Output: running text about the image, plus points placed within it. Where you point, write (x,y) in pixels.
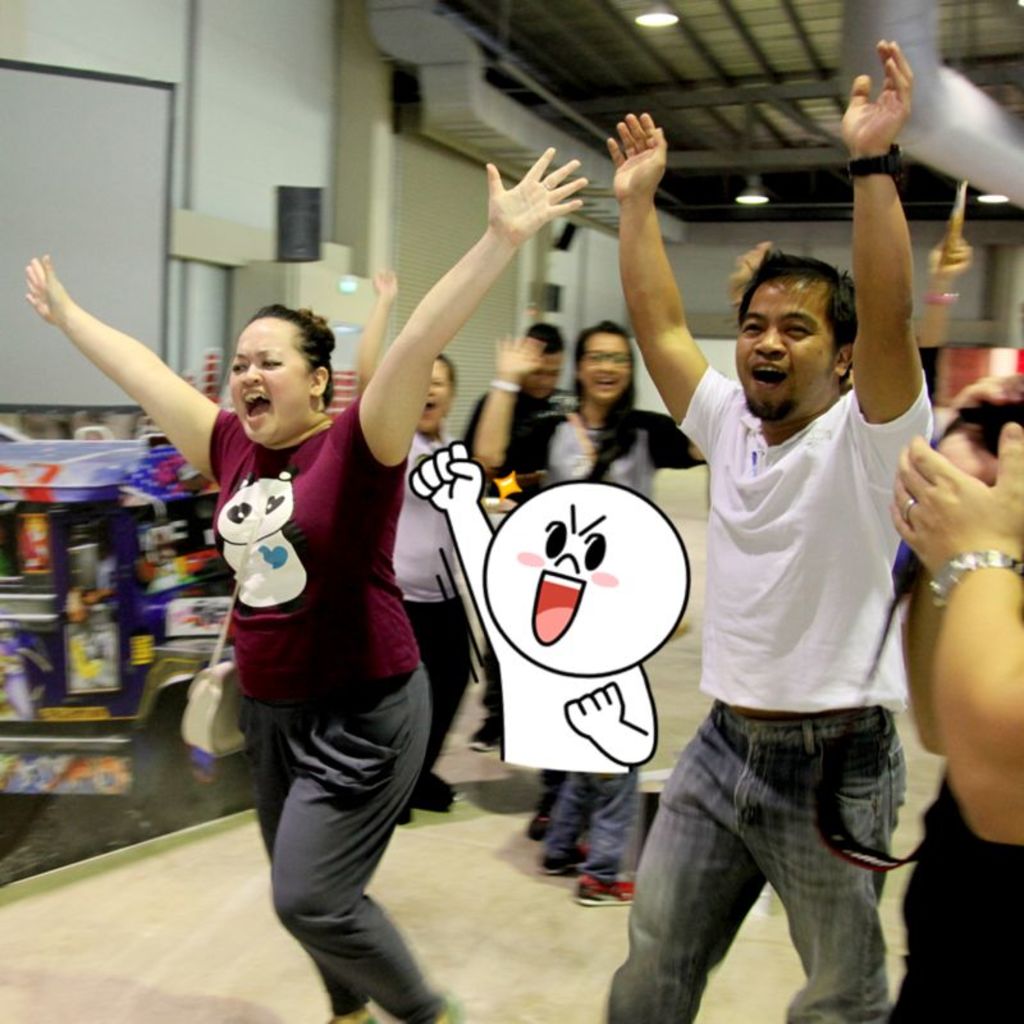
In this picture we can see some men (730,887) and women (354,664) in the hall (36,73) and raising their hand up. Behind we can see white walls (766,237), ducts (481,123) and spot lights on the ceiling (612,84).
